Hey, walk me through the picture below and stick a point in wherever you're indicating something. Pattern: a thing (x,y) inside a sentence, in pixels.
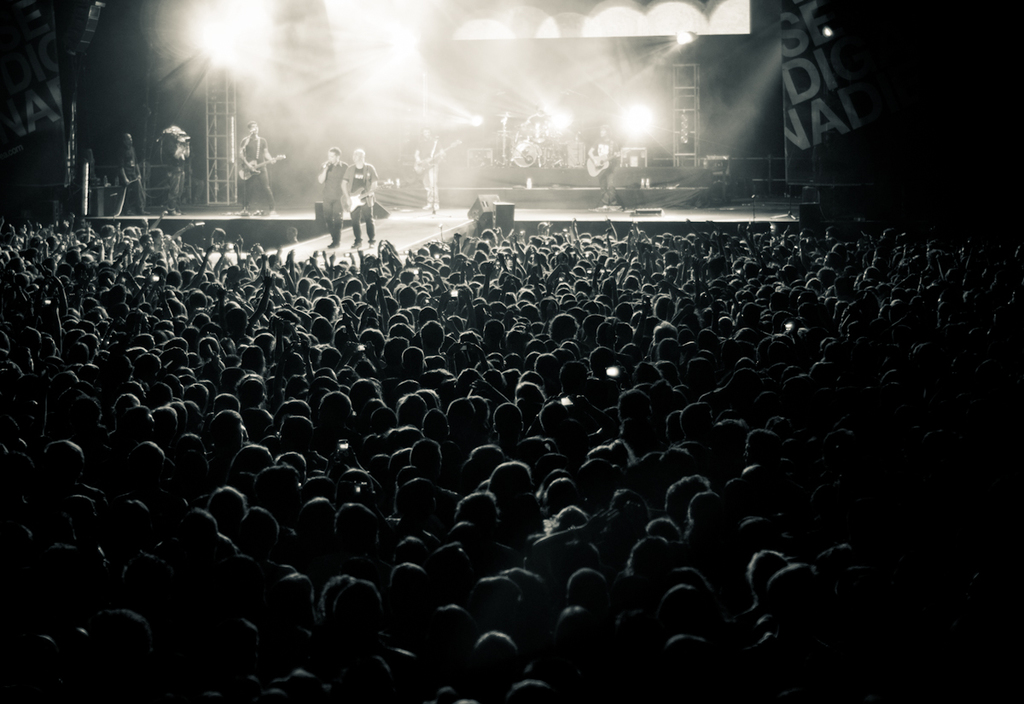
This image consists of few people (423,153) performing music. At the bottom (432,556), there is a huge crowd (633,301). In the background (353,133), there is a stage (554,69) on which there are banners (54,85) and stand (678,94) along with lights (361,53).
